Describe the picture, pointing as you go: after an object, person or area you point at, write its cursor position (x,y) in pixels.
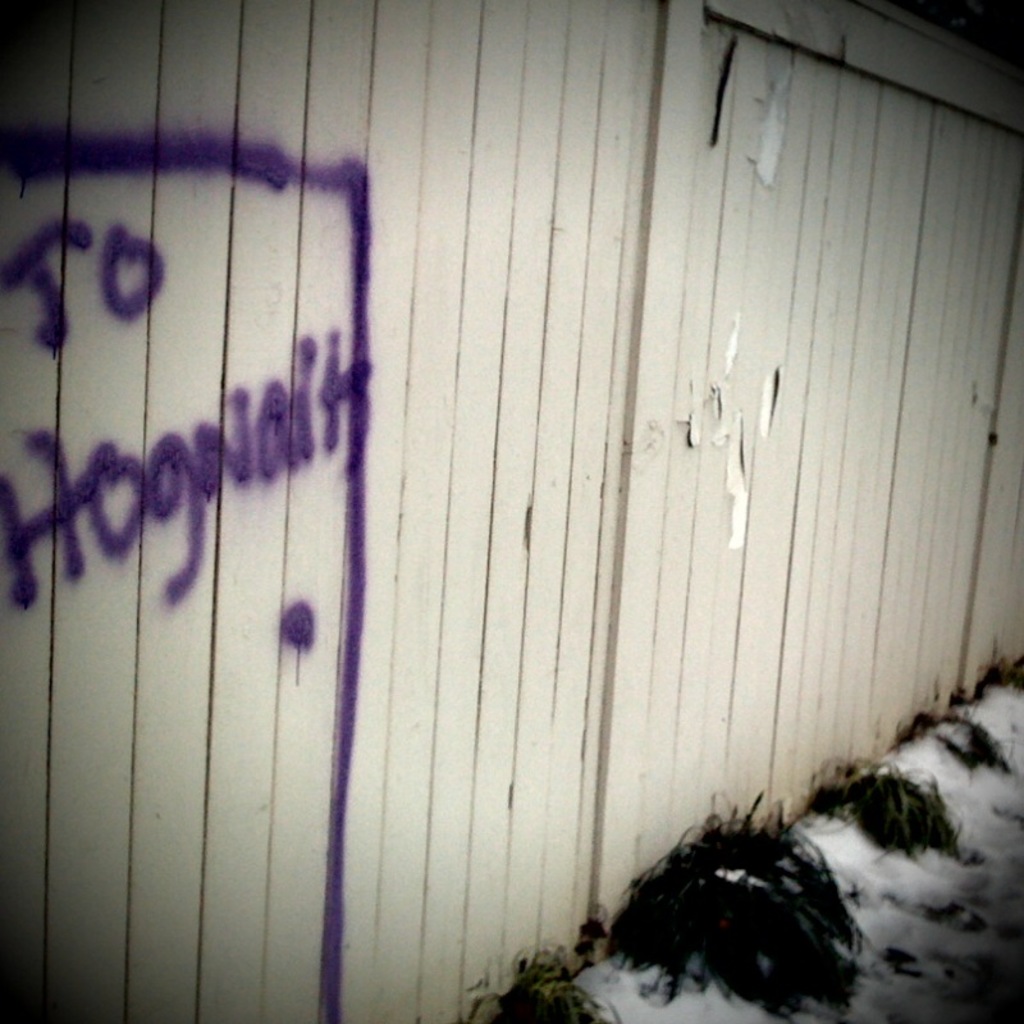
In this image we can see plants (773,899), ice (850,875) on the road (942,942) and wooden fence (508,443) on which we can see some text (283,410) written which is violet in color.
